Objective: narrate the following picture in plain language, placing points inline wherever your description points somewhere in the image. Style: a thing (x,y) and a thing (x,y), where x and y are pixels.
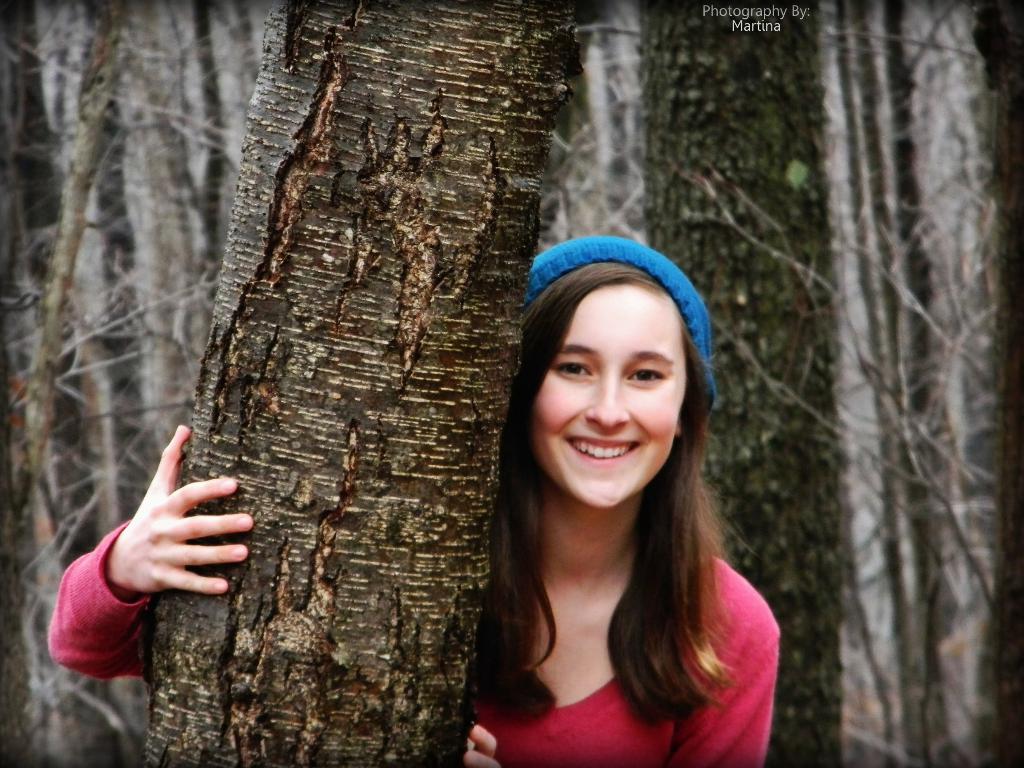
There is a woman (530,510) smiling and wore cap (639,245). We can see trees (654,245). At the top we can see text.
